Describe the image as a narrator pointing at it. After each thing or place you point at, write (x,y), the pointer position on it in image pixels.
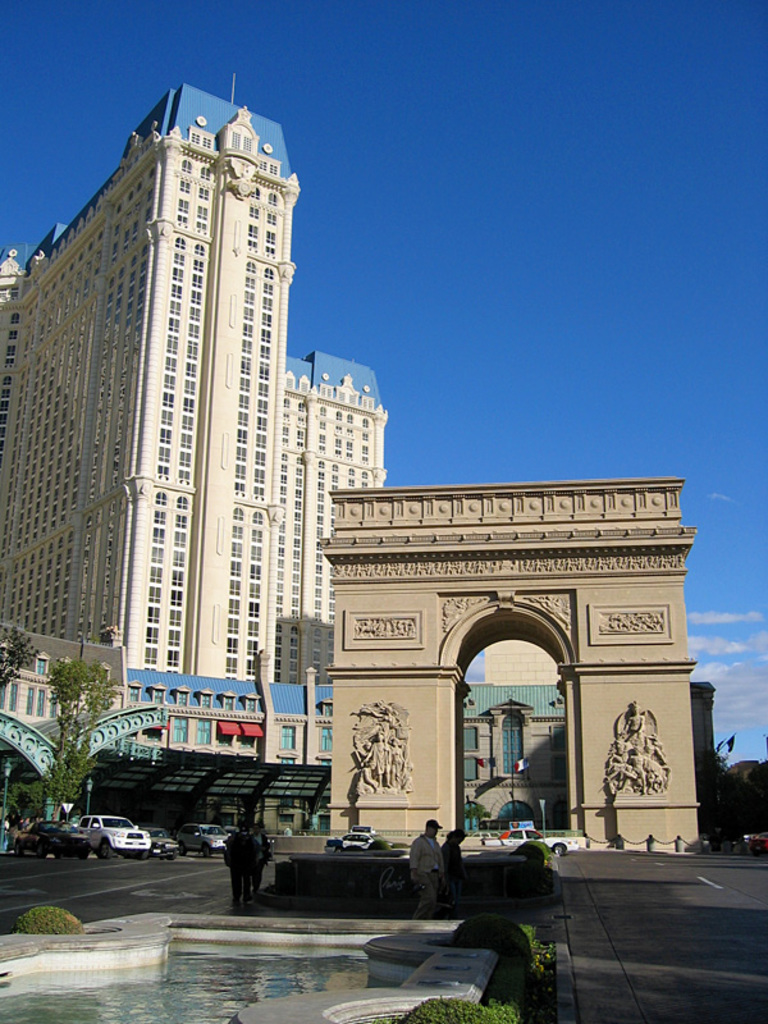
In this image there are buildings (532,681). At the bottom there are people (454,903) and we can see a pond (173,982). There is a hedge (481,934). On the left (134,833) there are cars (149,832) on the road (54,896) and we can see trees (76,743). In the background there is sky (602,355).
